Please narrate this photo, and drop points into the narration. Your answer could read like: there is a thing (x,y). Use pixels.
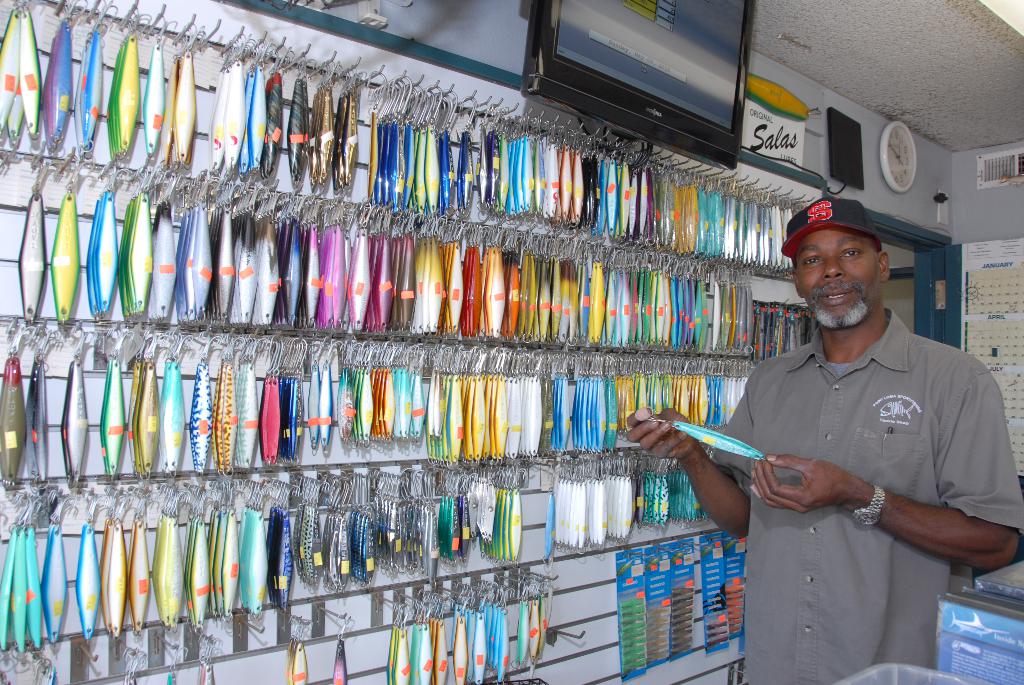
In this image there are colorful objects (428,270) are at left side of this image (258,393) and there is one person (796,373) standing at right side of this person (856,491) is holding an object (751,445) and wearing a cap (828,226), and there is one television (671,103) at top of this image (658,33) and there is clock (907,180) at right side of this image (894,130) and there are some other objects (858,131) attached to the wall (966,241) at right side of this image (747,125).
